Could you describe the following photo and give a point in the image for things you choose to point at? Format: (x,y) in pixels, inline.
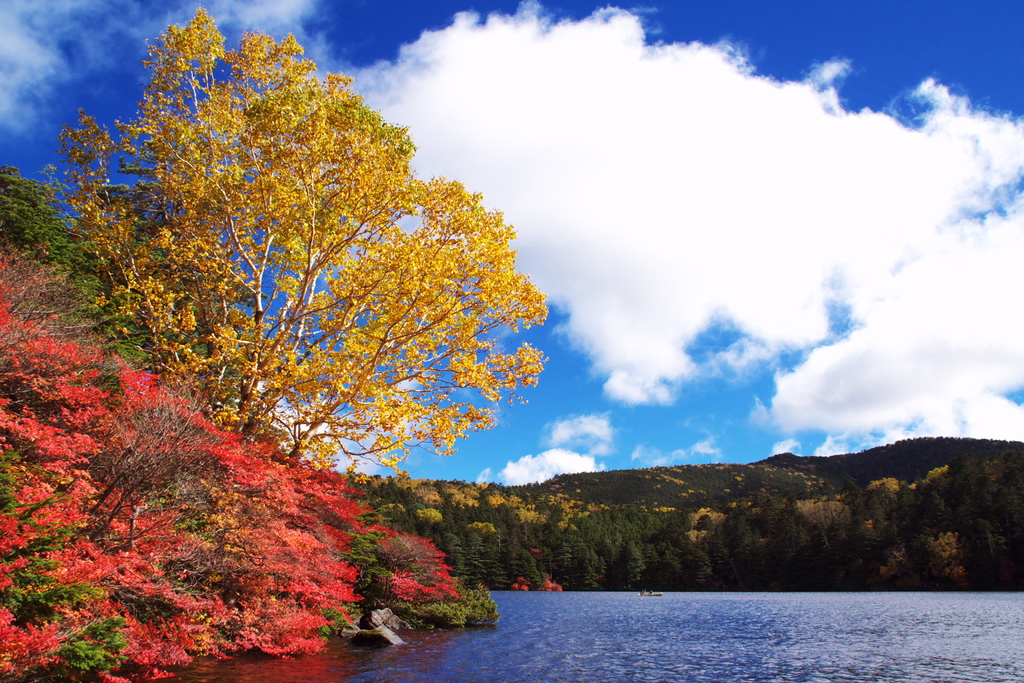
In this image there are plants (274,463) and there are trees (681,526). In the center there is water (788,669) and the sky (688,219) is cloudy.
